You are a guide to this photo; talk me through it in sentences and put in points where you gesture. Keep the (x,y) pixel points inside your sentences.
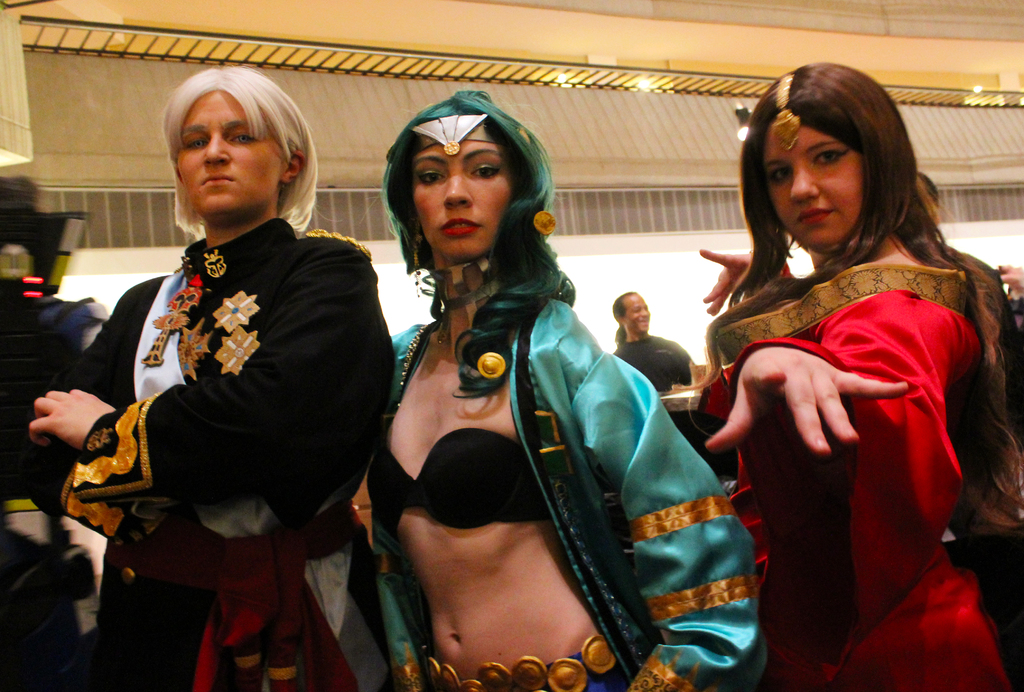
In the image in the center (515,236) can see three persons (413,184) were standing and they were in different costumes (615,432). In the background (642,79) we can see roof (697,48), lights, table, one person (637,344) standing and he is smiling and few other objects (18,259).
